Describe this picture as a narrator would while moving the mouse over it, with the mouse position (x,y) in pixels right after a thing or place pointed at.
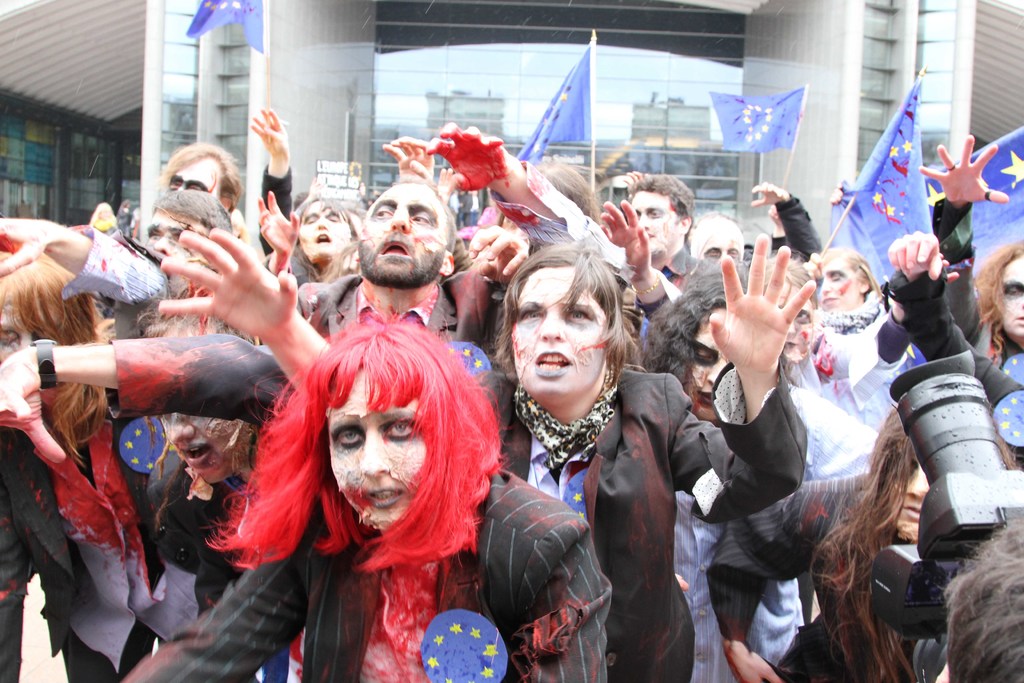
In the center (393,415) we can see a few people (510,426) are standing and they are in different costumes (502,299). On the right side of the image (1003,559), we can see one person (1004,574) is holding the camera (941,444). And we can see a few people (997,344) are holding flags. In the background (975,106) there is a building (305,65), wall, glass (658,67), banners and a few other objects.
